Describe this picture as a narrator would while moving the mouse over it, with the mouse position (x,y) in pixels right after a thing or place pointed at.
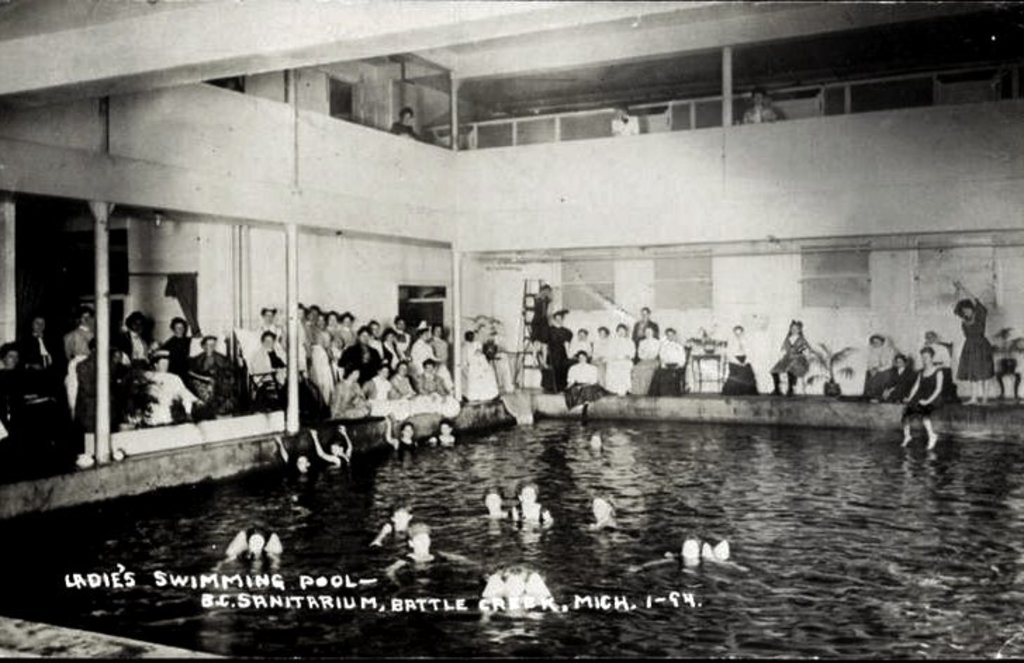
In this image I can see few people (418,543) are in the water (592,453). To the side of the water (302,475) I can see the group of people (163,395). Few people (305,335) are standing and few of them are sitting. In the background (470,276) there is a building (386,198) and the railing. I can see something is written on the image. And this is a black and white image.
